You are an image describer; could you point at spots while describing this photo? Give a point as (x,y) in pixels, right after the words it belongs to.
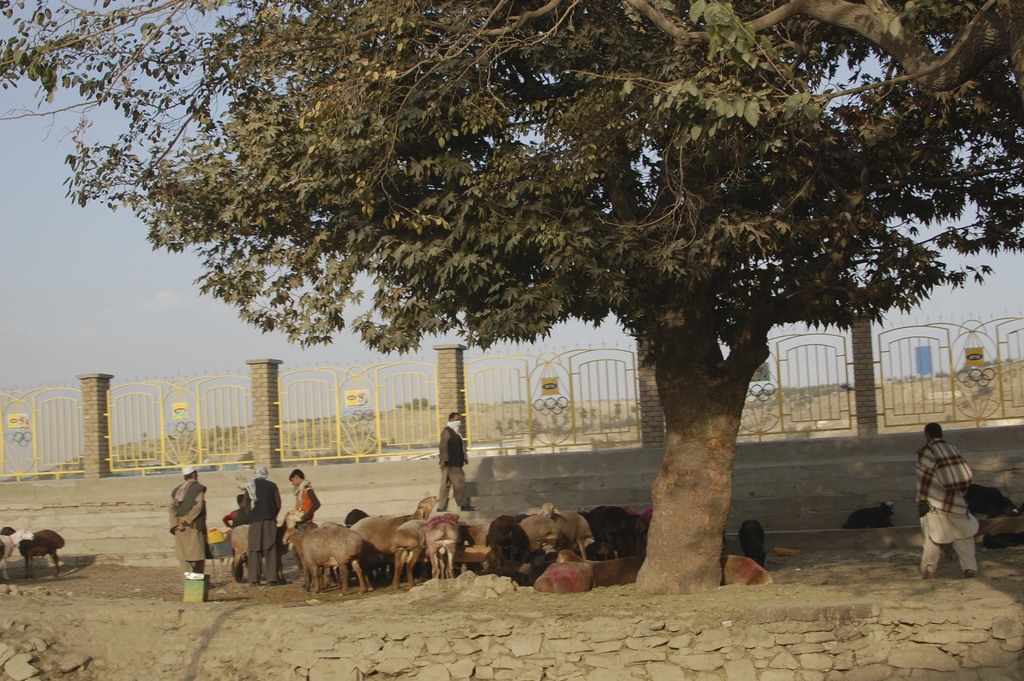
In this image I can see there are some people (463,508) and animals (627,516) under the tree (684,486), behind them there is a wall (806,514).
